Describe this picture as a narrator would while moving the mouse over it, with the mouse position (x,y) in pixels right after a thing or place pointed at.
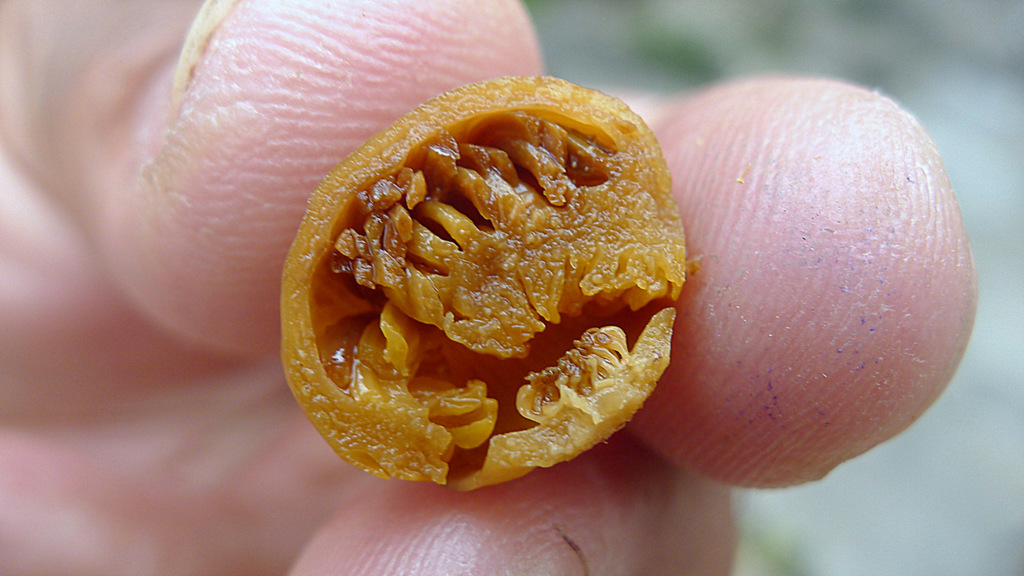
In this image I can see the person (435,42) holding the brown color object (579,294) and I can see the blurred background (1007,456).
